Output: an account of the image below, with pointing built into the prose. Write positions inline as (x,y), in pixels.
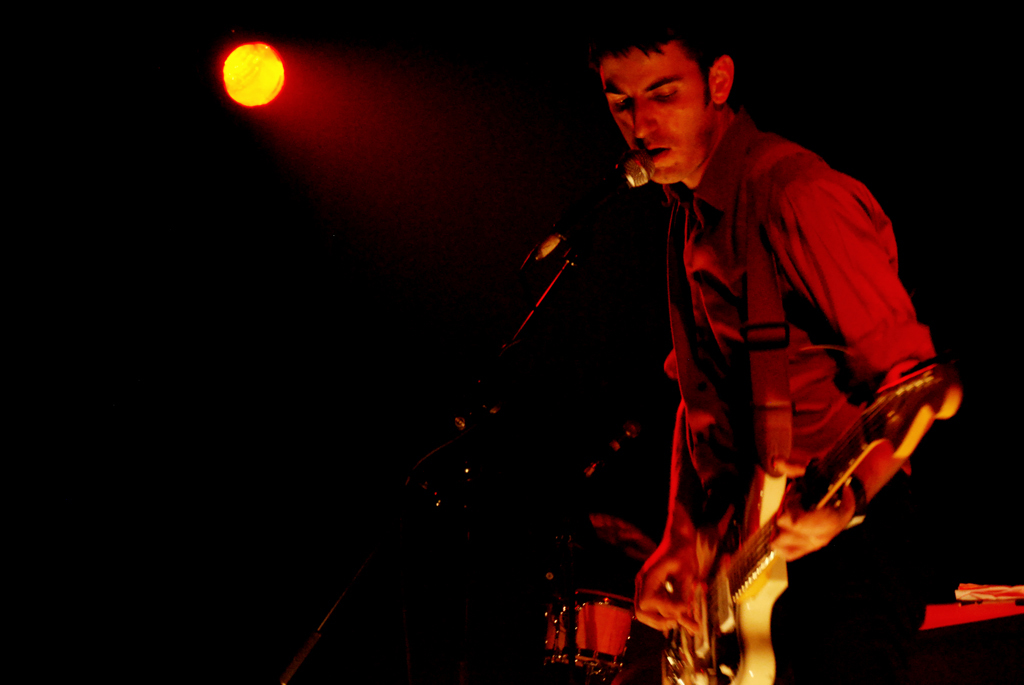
In this picture there is a boy (653,48) who is standing at the right side of the image (847,216) by holding the guitar (756,496) in his hands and there is a mic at the left side of the image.
